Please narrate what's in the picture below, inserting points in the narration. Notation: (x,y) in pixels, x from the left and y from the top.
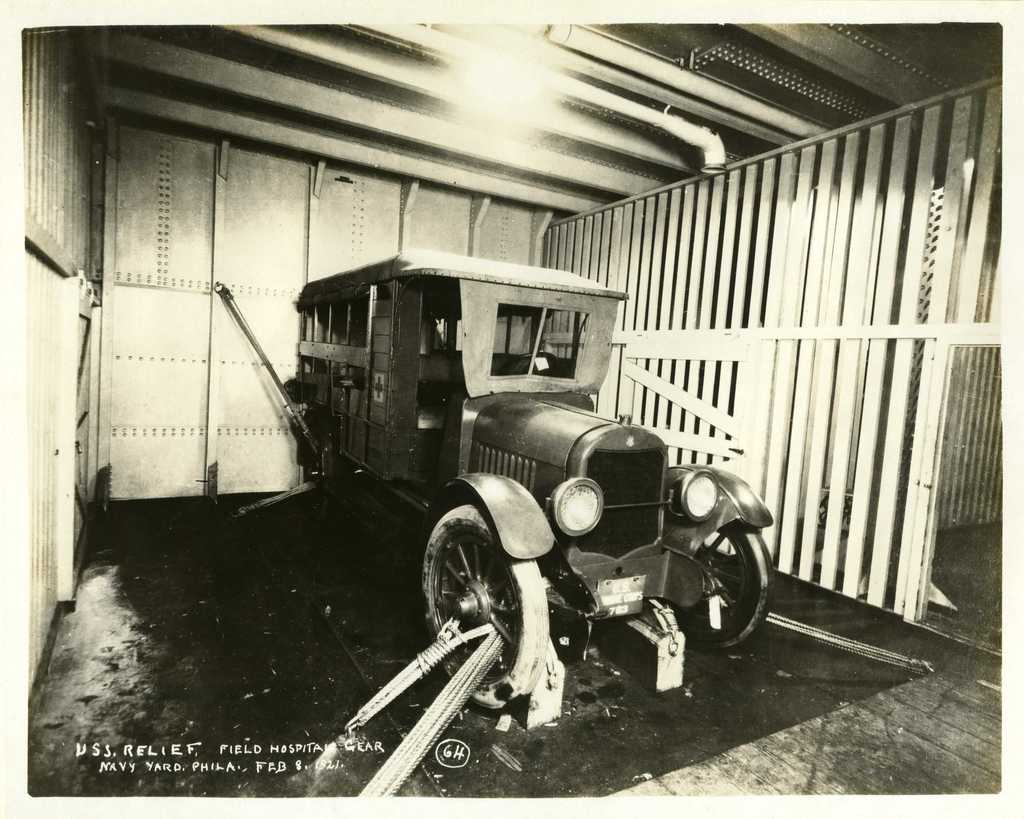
In this image there is a car (488,452), there is a wooden floor (838,737) towards the bottom of the image (743,734), there is an object (818,661) that looks like a mat (777,652) on the wooden floor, there is text (148,753) towards the bottom of the image (260,743), there is number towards the bottom of the image (467,746), there is a wall (254,273), there is a roof (707,54) towards the top of the image (490,50), there is a light (511,78) towards the top of the image (505,56).
